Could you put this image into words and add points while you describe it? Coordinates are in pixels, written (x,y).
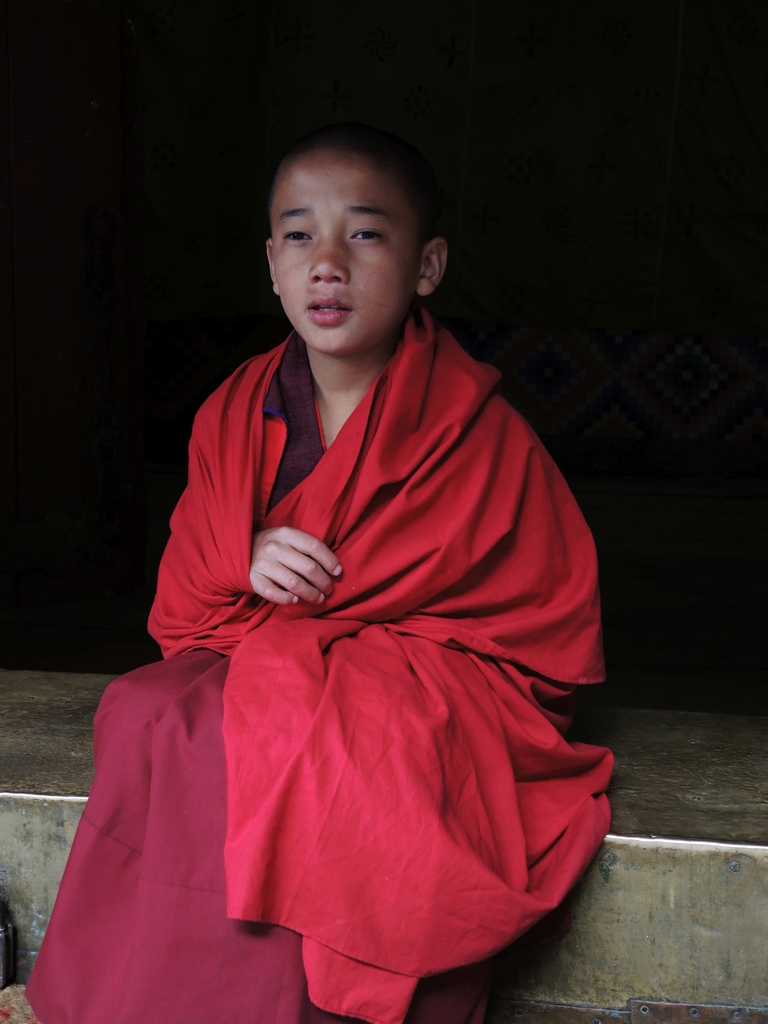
In this image we can see a person (347,733) sitting on the floor (51,795) and dark background (739,531).
